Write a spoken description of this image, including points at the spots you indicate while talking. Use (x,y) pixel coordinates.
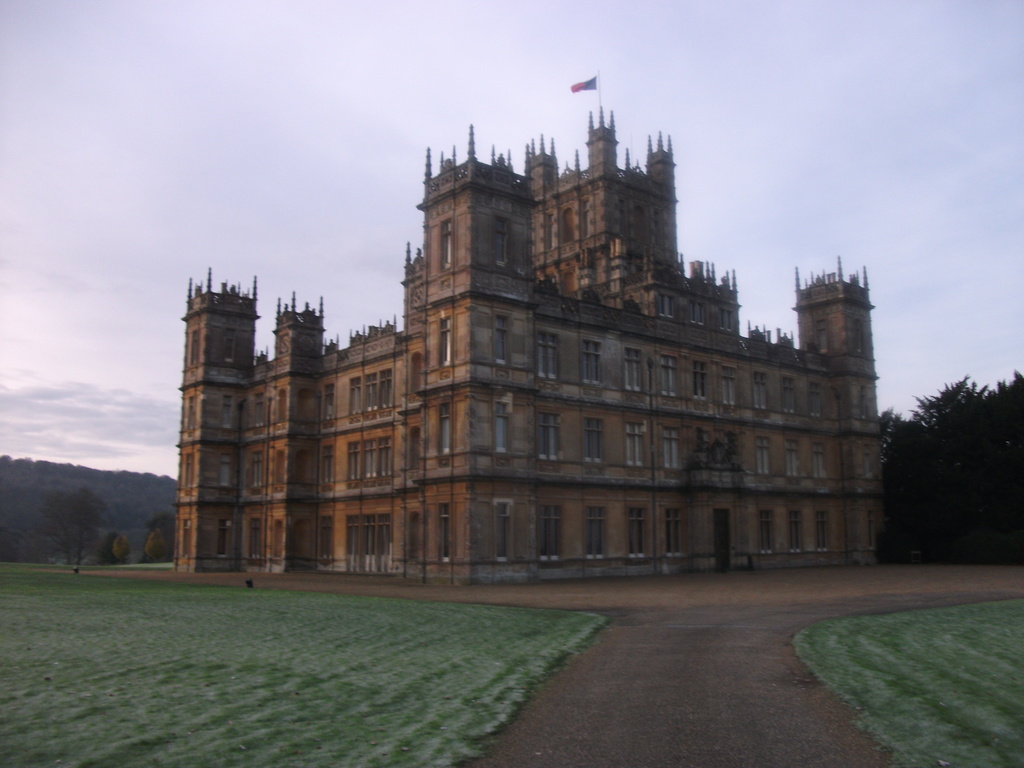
In this image I can see a building (567,429) in the centre (652,375) and on the bottom side of the image (970,750) I can see grass grounds (349,637). On the both sides of the image I can see number of trees (950,540) and in the background (713,218) I can see clouds (318,24) and the sky (775,239). On the top of the building (616,438) I can see a flag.
